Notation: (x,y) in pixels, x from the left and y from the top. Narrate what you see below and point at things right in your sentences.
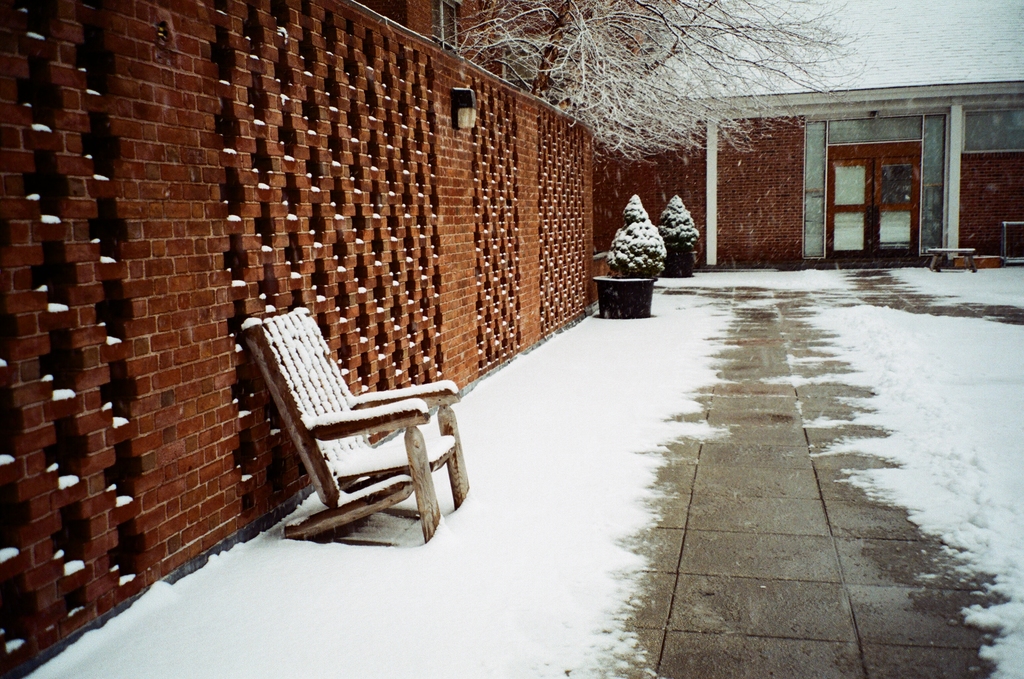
In this image, on the left side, we can see a chair (432,451) which is filled with snow (404,454). On the left side (157,169), we can see a brick wall (490,207) and a light (457,115). On the left side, we can see a building (450,8), trees (583,38). On the right side (683,248), we can see a flower pot (648,287), plants (654,232) which is covered with snow (640,228). On the right side (886,214), we can see a door (889,201) which is closed. On the right side (935,248), we can see a table (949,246). In the background (768,161), we can see a brick wall (775,177). At the top (916,39), we can see white color, at the bottom (810,489), we can see floor (778,487) and a snow (656,376).
